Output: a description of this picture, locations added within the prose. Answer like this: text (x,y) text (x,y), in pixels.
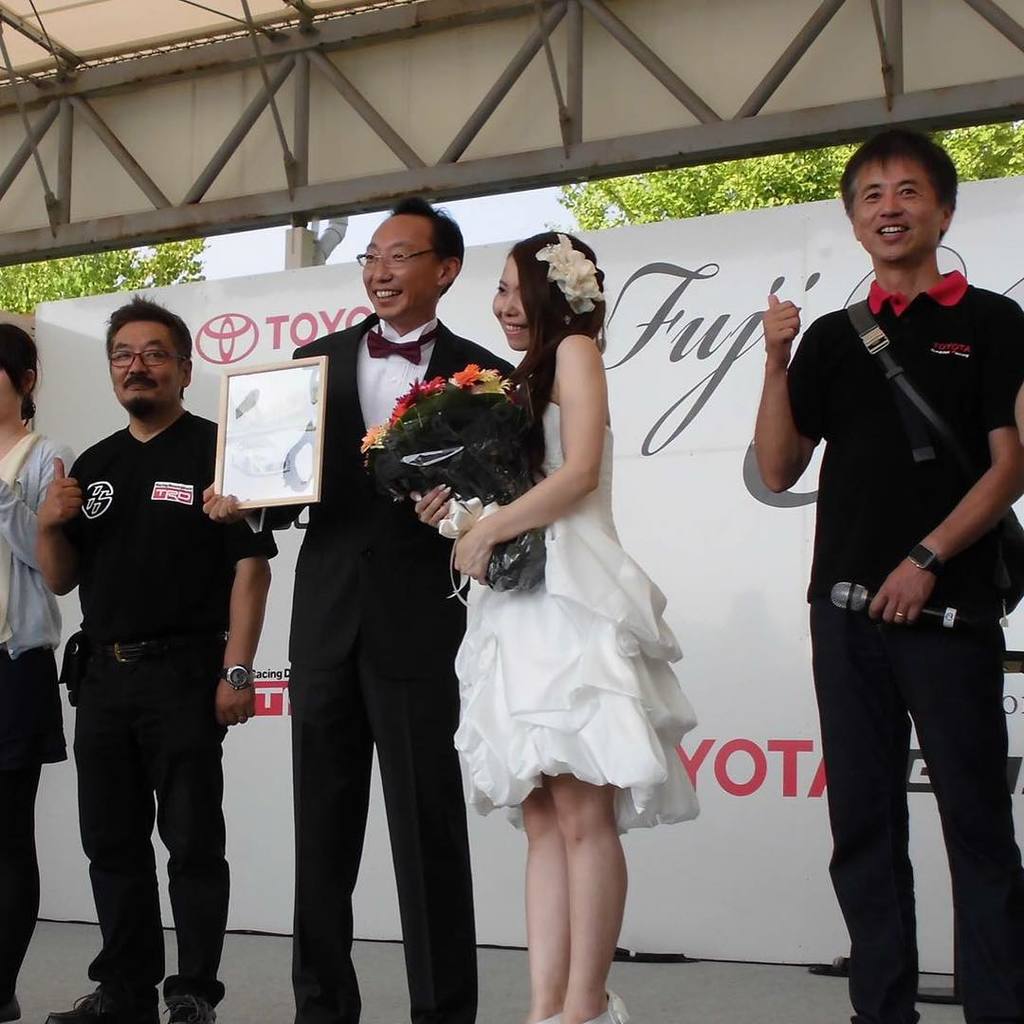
In the foreground of the picture (756,440) there are people (606,583) standing. In the center of the picture (490,520) the woman (566,522) is holding a bouquet (489,411) and the man (349,442) is holding a frame (302,420). In the center of the picture (658,424) there is a banner (640,347). At the top (703,129) there are iron frames (516,158). In the background (798,198) there are trees (709,205).
